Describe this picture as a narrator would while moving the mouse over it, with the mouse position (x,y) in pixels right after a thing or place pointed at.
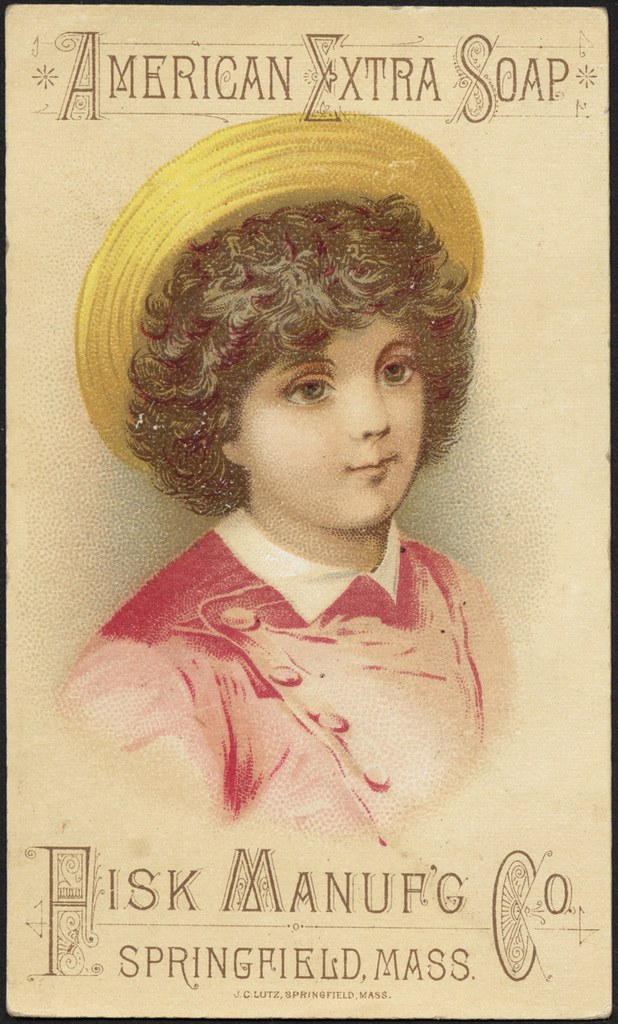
In this image there is an art of a girl (347,514) who is having a cap (227,166). It looks like an art.
